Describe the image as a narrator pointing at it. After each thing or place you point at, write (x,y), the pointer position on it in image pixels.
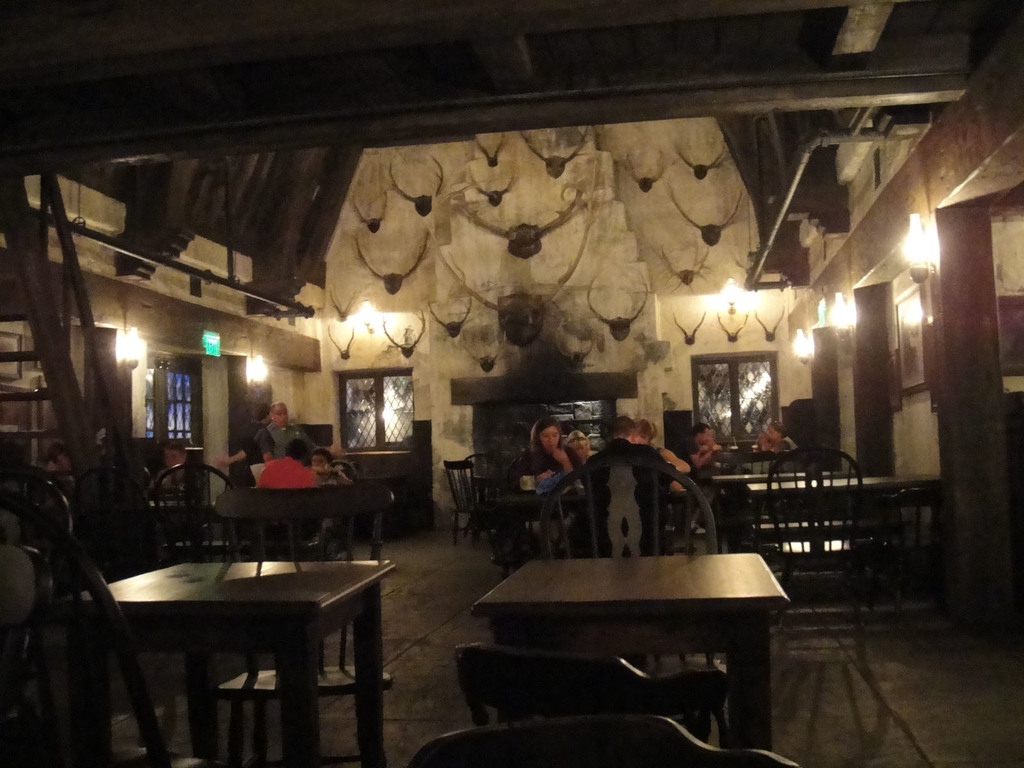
In this image I can see the table (673,592) with chairs (657,522). At the back side (281,436) there are group of people (650,479) sitting in front of the table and two people (271,444) are standing. In the image I can also see the lights (733,302) and the windows (398,380).
